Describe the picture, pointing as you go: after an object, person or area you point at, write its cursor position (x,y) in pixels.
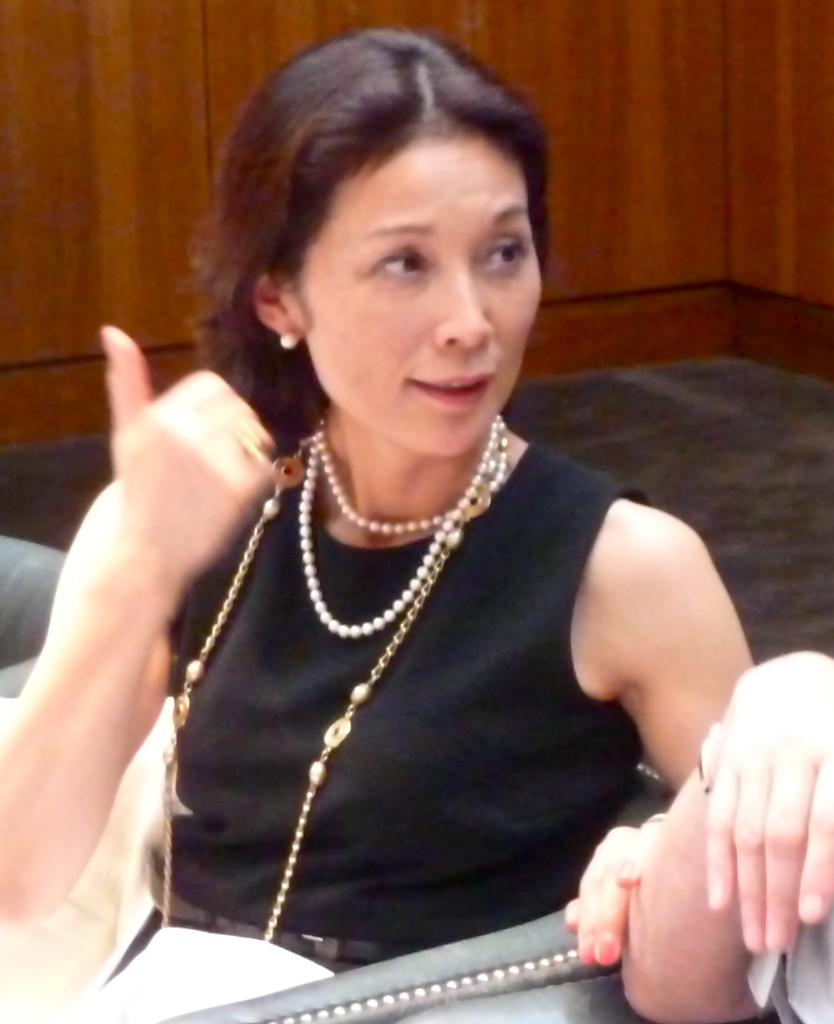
In this image we can see three chairs (14,638), one woman (272,410) in black dress (268,900) sitting on the chair (500,947), one paper (149,971), one person hand (827,861), one carpet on the floor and the background (678,274) there is a wooden wall (712,77).
